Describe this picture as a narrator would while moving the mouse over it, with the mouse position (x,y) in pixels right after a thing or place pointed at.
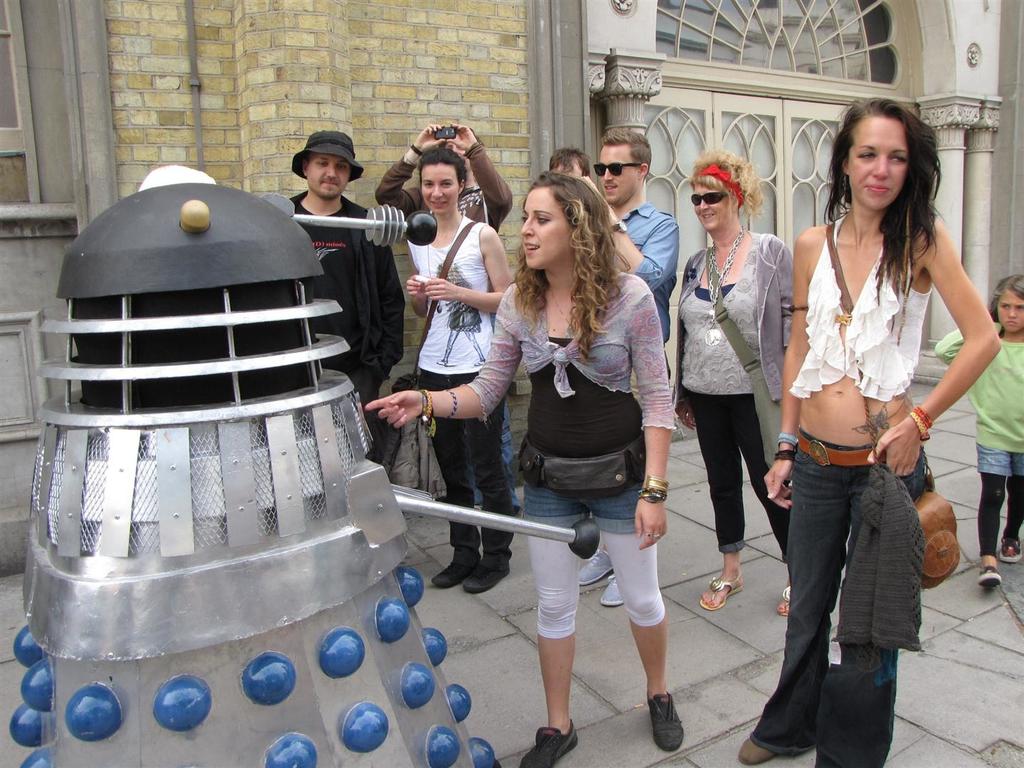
In the picture I can see a few people (610,430) standing on the road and there is a smile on their faces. I can see a woman (838,502) on the right side (875,355) carrying a bag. I can see a person (487,214) holding the mobile phone (441,126). It is looking like a robot structure (273,444) on the left side (167,420). In the background (581,117), I can see the pillars (556,107) and glass window structure (694,104) of the building (836,122).
